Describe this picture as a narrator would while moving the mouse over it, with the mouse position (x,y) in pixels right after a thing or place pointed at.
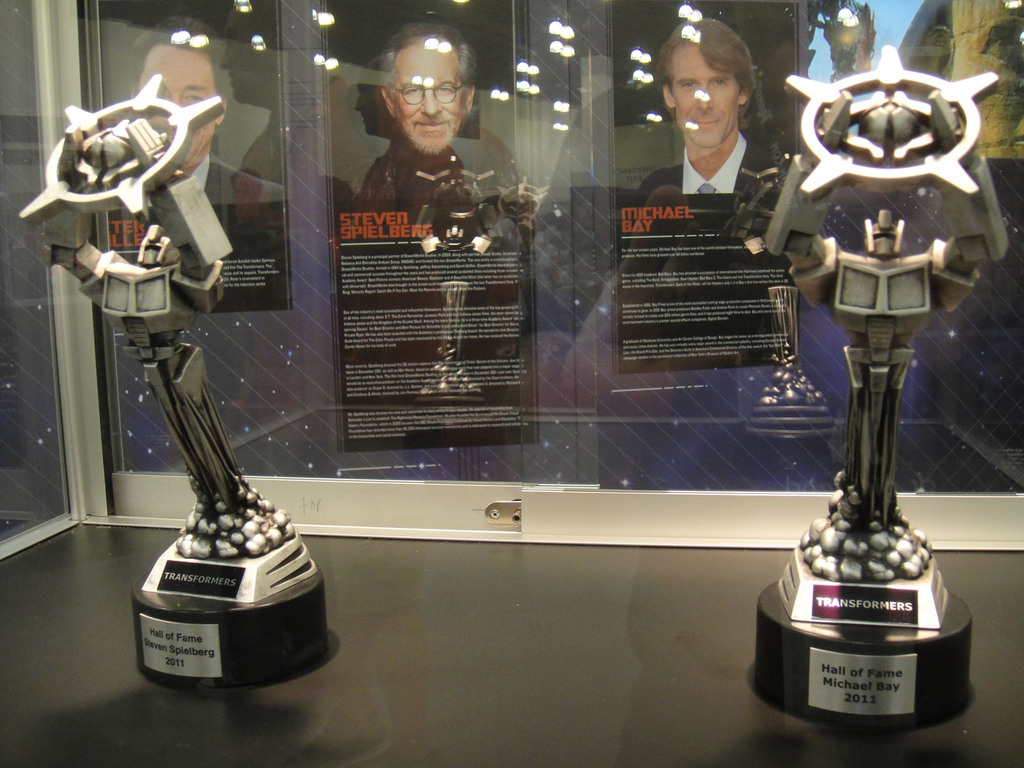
In this image there are two transformers trophies (34,206) in a glass box (983,540), and in the background (698,135) there are frames (678,159) attached to the wall (318,153), and there are reflections (757,255) of group of people (369,91) and lights (693,12).
